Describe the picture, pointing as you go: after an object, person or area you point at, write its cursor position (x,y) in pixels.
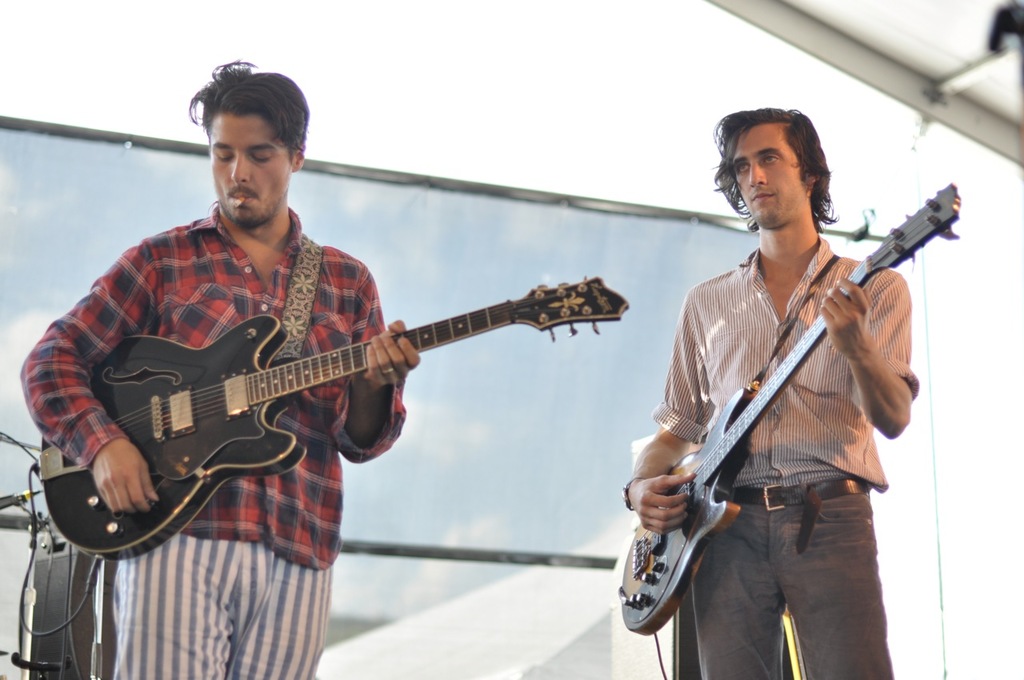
In this picture we can see two people (188,317) are playing guitar (183,346) by holding in their hands (135,466), in the background (49,567) we can see microphone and some musical stuff (52,634).
